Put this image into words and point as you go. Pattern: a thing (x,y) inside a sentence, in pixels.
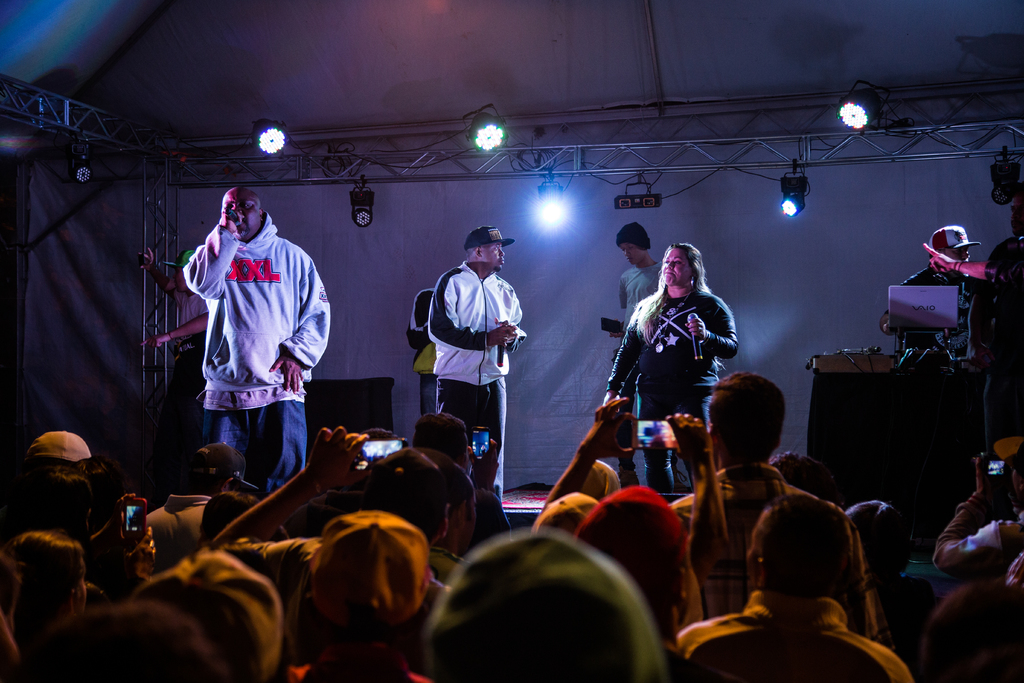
In this image, we can see a group of people (517,329). In the middle (509,339), we can see three people (675,340) are standing and holding a microphone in their hands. On the right side (1016,253), we can see two people (980,350) and the man (982,358) is standing in front of the table (958,411), on that table (957,382), we can see a laptop (933,317) and a device (854,353). In the background (614,260), we can see a man (643,260), curtains (541,322), lights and a table (343,398). At the top (469,79), we can see a tent (451,46) with few lights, at the bottom (603,491), we can see a group of people (857,604) and few people (288,558) are holding mobile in their hands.
